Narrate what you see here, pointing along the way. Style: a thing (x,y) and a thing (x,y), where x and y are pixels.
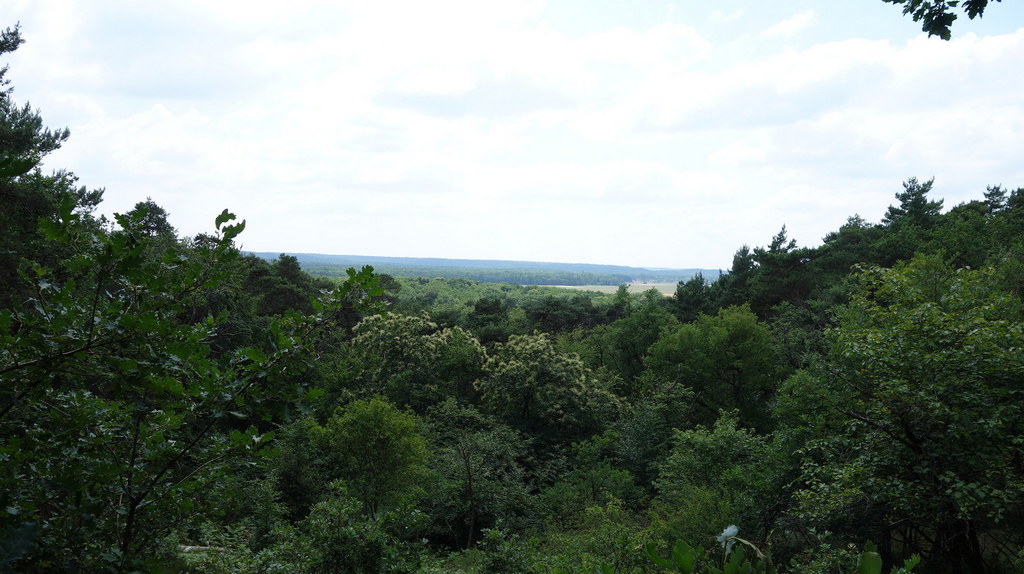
In the picture I can see trees (442,438). In the background (468,147) I can see the sky (475,100).
